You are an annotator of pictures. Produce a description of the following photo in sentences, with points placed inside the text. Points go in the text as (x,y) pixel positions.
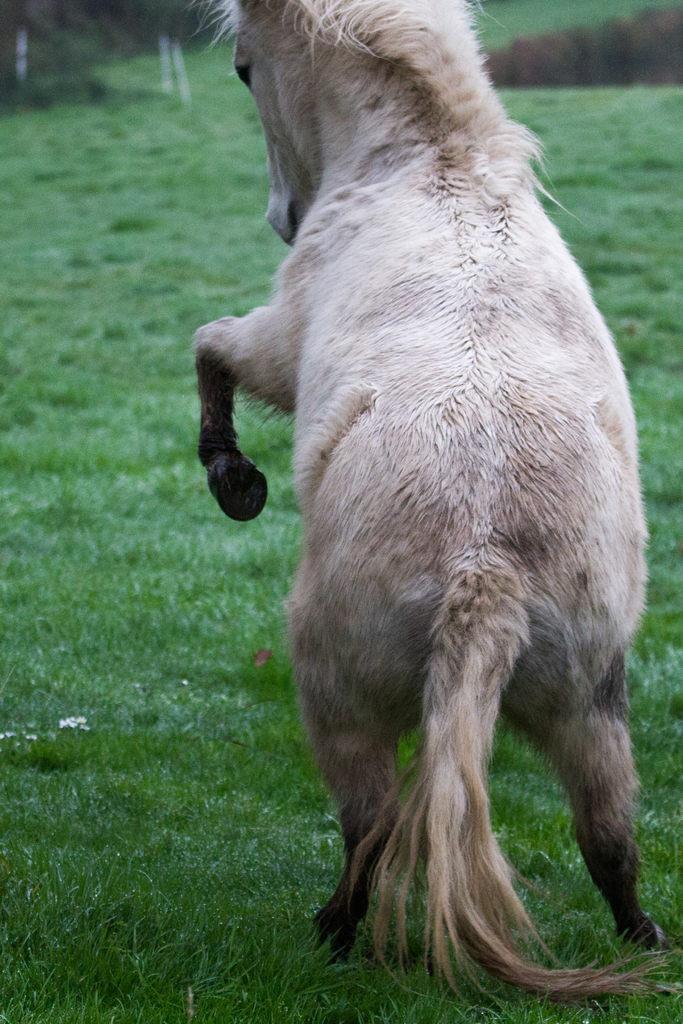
In the center of the image (336,483) a horse (399,300) is there. In the background of the image (186,370) grass (183,336) is present.
